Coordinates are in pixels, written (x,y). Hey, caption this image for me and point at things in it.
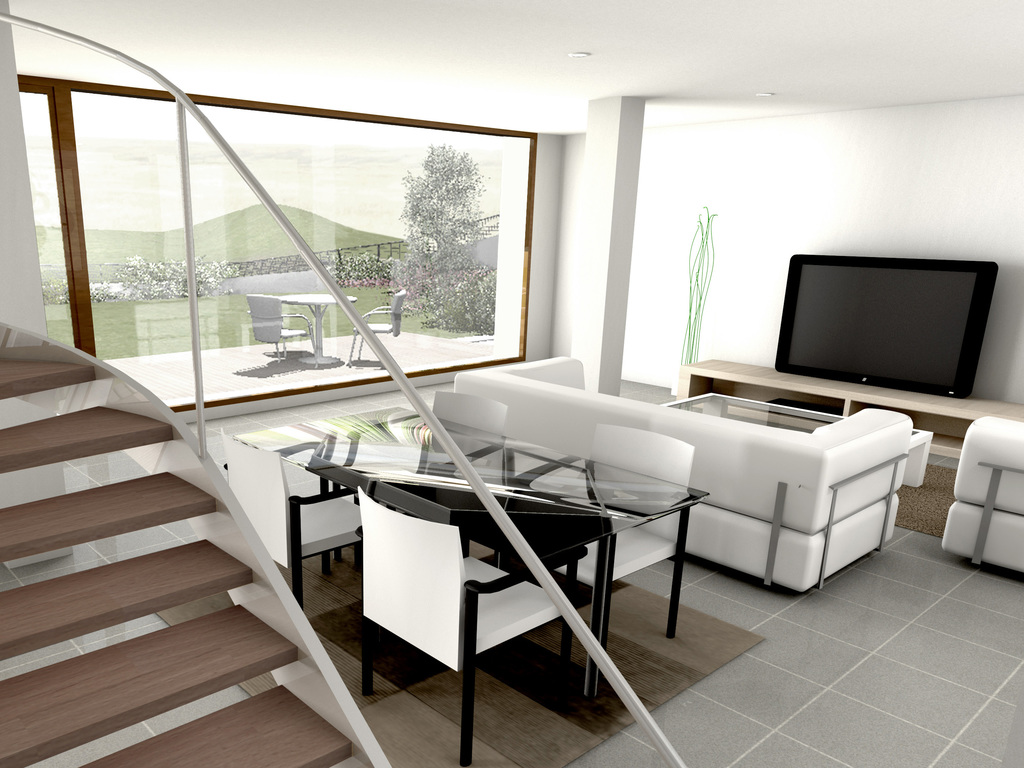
This image is clicked in a room (421,609). There are sofas (784,490) in white color. In the front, there is desk (932,411) on which TV (786,337) is kept. To the left (145,606), there are stairs (141,570). At the bottom (839,702), there is a floor (841,696). Beside the sofa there is a table (413,506) along with chairs (351,504). In the background (299,341), there is window (239,261).
